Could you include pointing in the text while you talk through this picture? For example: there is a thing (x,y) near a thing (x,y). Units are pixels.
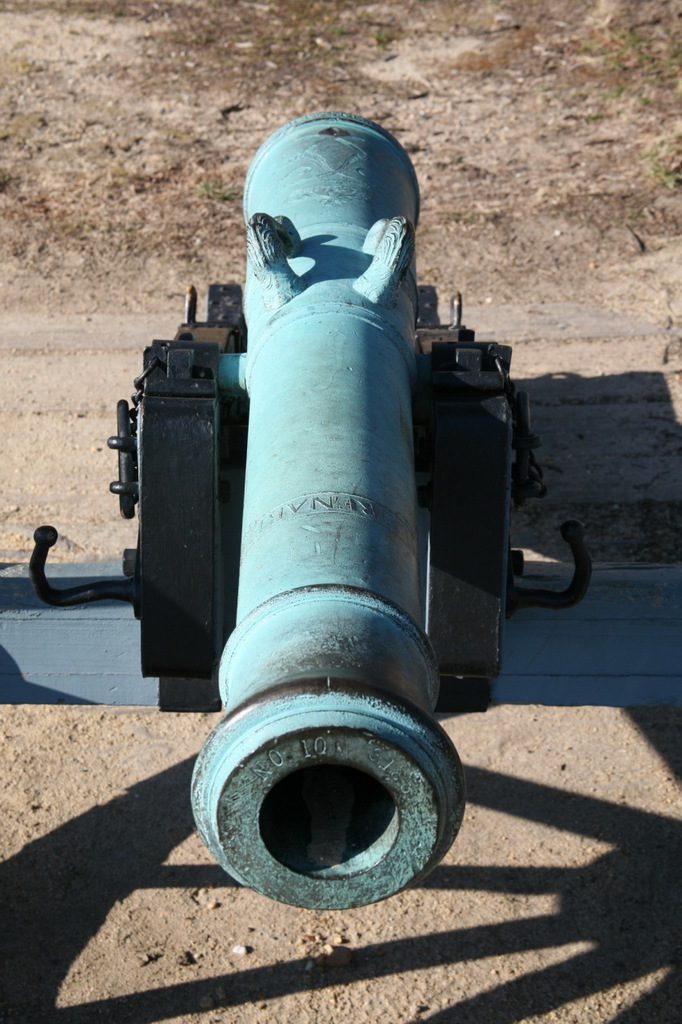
In this picture I see a cannon (254,492) which is of blue and black in color and it is on the ground (33,501) and I see the shadow (607,940) on ground (296,916) in front (149,874).
